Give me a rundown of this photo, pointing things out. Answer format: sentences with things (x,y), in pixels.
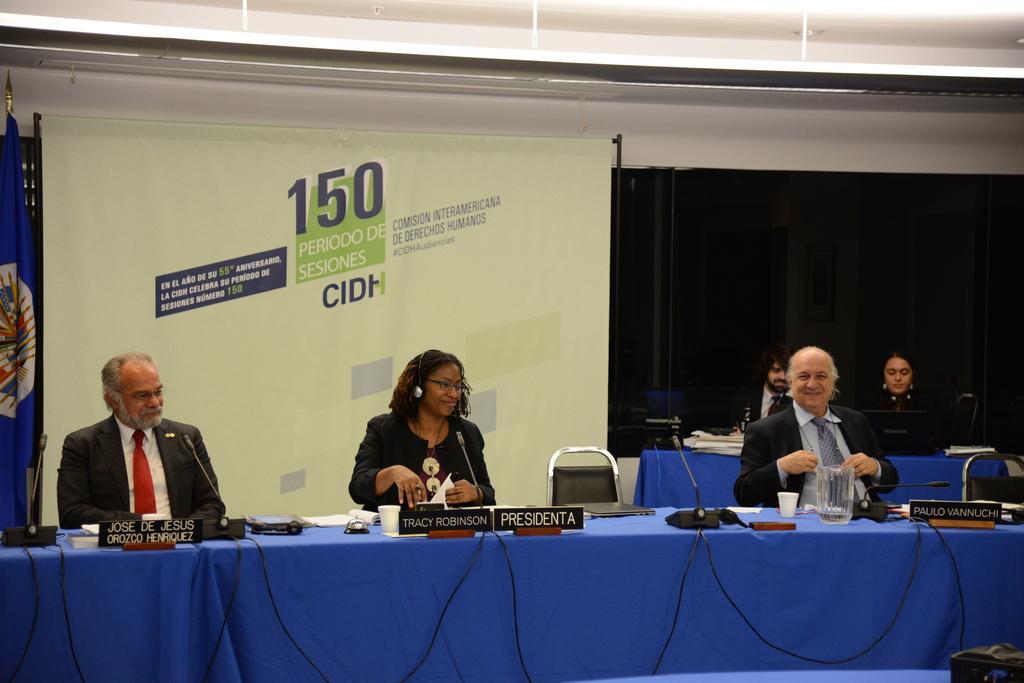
In this picture we can see person (842,452) sitting on chair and in front of them there is table (427,560) and on table (275,569) we can see name boards (423,530), bell (348,532), glass (383,523), mic (465,448), laptop (592,512), jar (848,496) and in the background (888,366) two persons (898,381) smiling, curtains (727,278), banner (524,265), flag (23,187) and here in middle (464,415) women (408,441) wore jacket (388,442), spectacle (430,378), headphones (418,388).
